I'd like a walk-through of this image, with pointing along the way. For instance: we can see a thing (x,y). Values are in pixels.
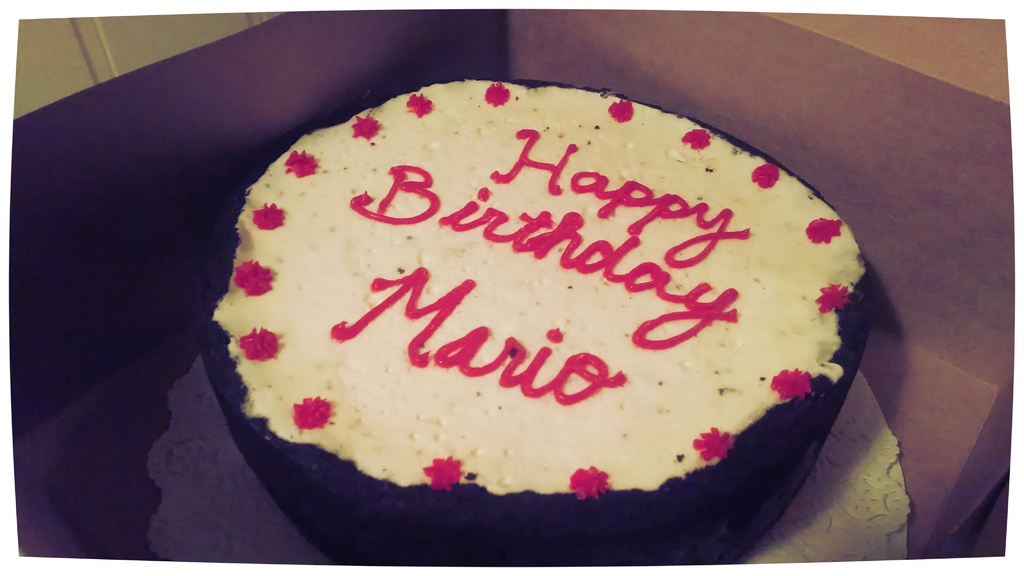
In this picture, we see a pastry box (68,346) containing cake (609,332). On the cake (707,300), it is written as "Happy Birthday Mario". In the left top of the picture (106,46), we see a wall (138,56).
